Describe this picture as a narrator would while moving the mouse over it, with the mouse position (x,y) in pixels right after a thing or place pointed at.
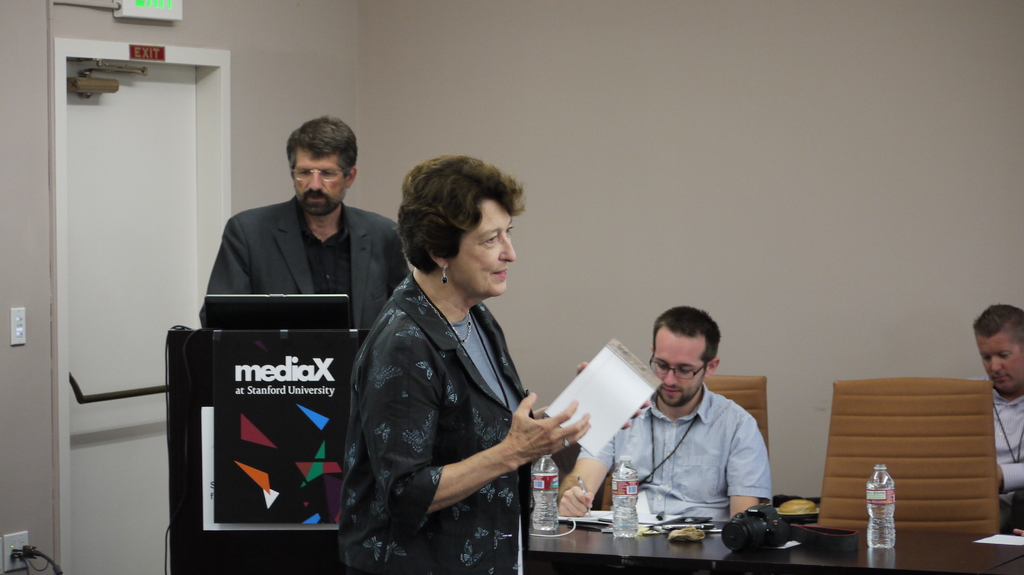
In the picture we can see a woman (543,436) standing and holding some paper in the hand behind her we can see a man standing and on the desk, we can see a laptop (310,298) and besides, we can see a man (684,358) sitting on the chair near the desk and on the desk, we can see some water bottles (873,514), papers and a man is holding a pen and in the background (76,142) we can see a wall (240,80) with an exit door (75,323) which is white in color.
